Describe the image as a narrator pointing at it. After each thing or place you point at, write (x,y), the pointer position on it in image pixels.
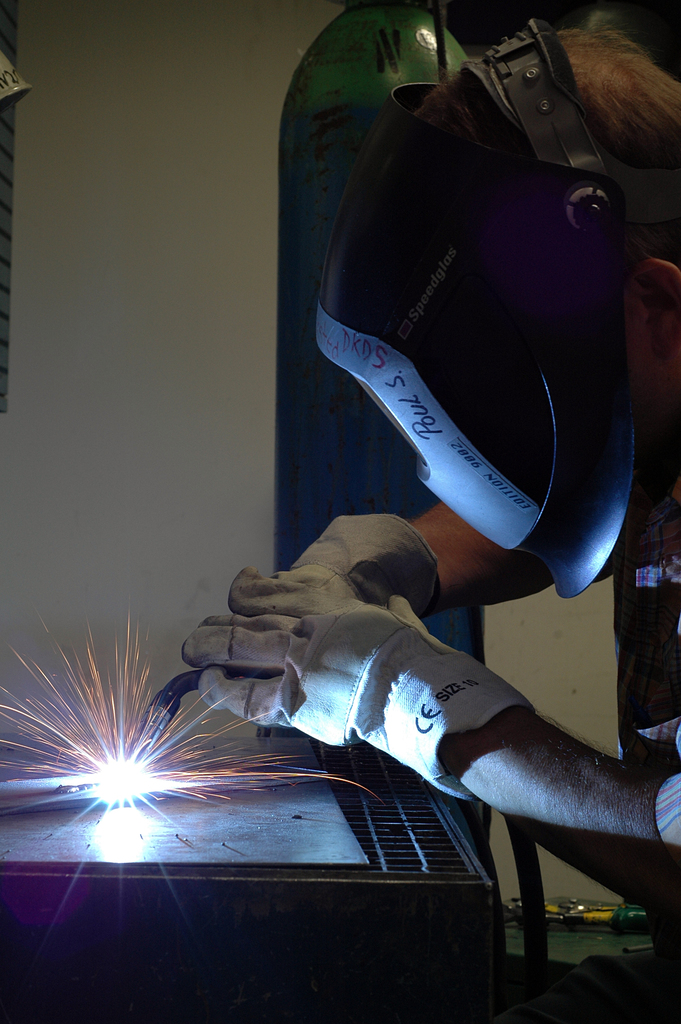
In this image we can see a person (624,757) wearing a helmet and gloves (401,707) is holding the welding machine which is kept on the surface (165,818). The background of the image is dark where we can see few objects (351,80).
